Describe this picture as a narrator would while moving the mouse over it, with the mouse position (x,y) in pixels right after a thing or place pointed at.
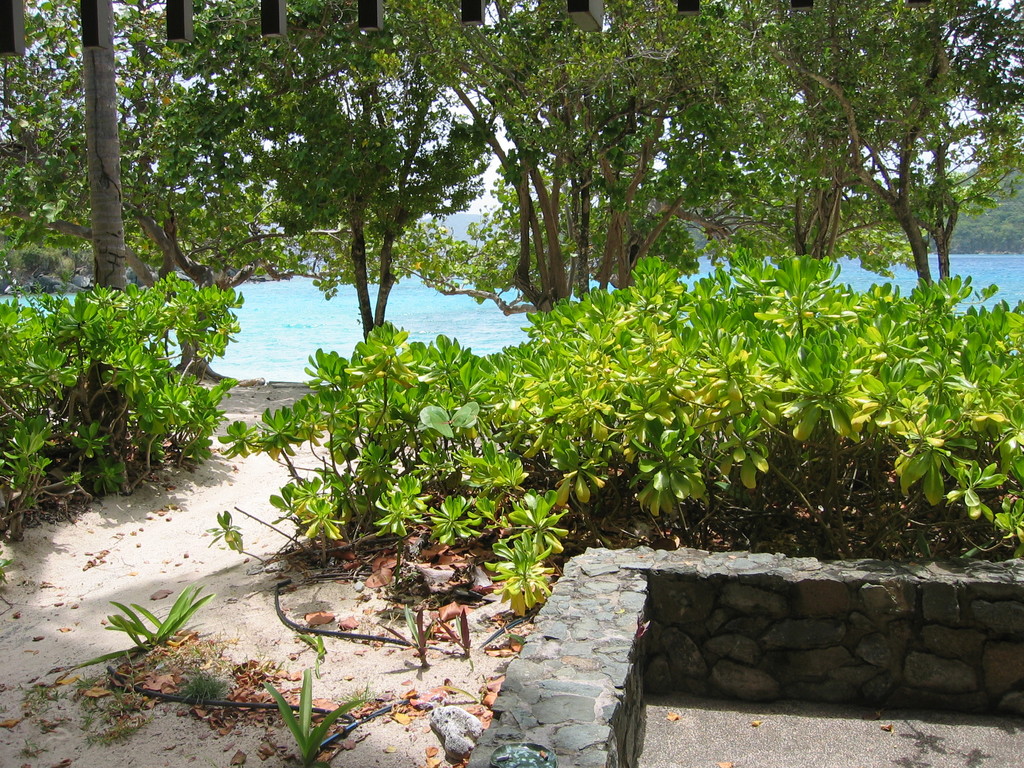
In this image we can see there is a small island (122,504) with mountains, trees (34,102) and plants (959,547) on sand (501,663) also there is a small paved patio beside them.
